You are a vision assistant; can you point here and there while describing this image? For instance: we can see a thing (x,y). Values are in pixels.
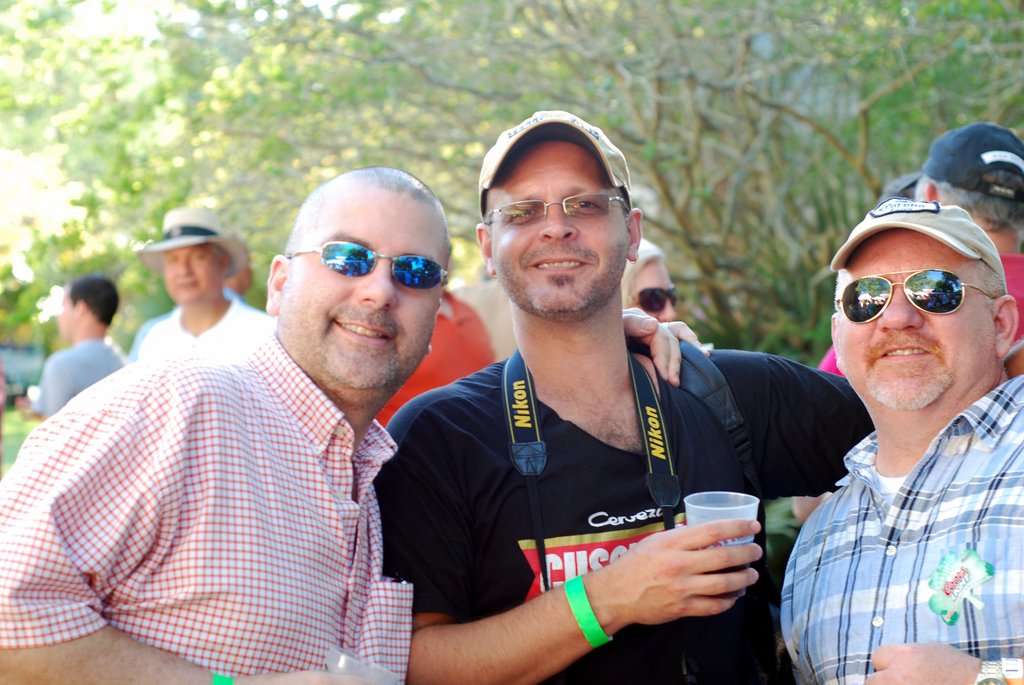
In this image I can see the group of people (466,378) with different color dresses (428,369) and few people (493,379) are wearing the caps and hat (191,212). I can also see few people (519,264) with the goggles (411,272) and specs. I can see two people (502,589) are holding the glasses (363,663). In the background (92,111) there are many trees (510,111).
